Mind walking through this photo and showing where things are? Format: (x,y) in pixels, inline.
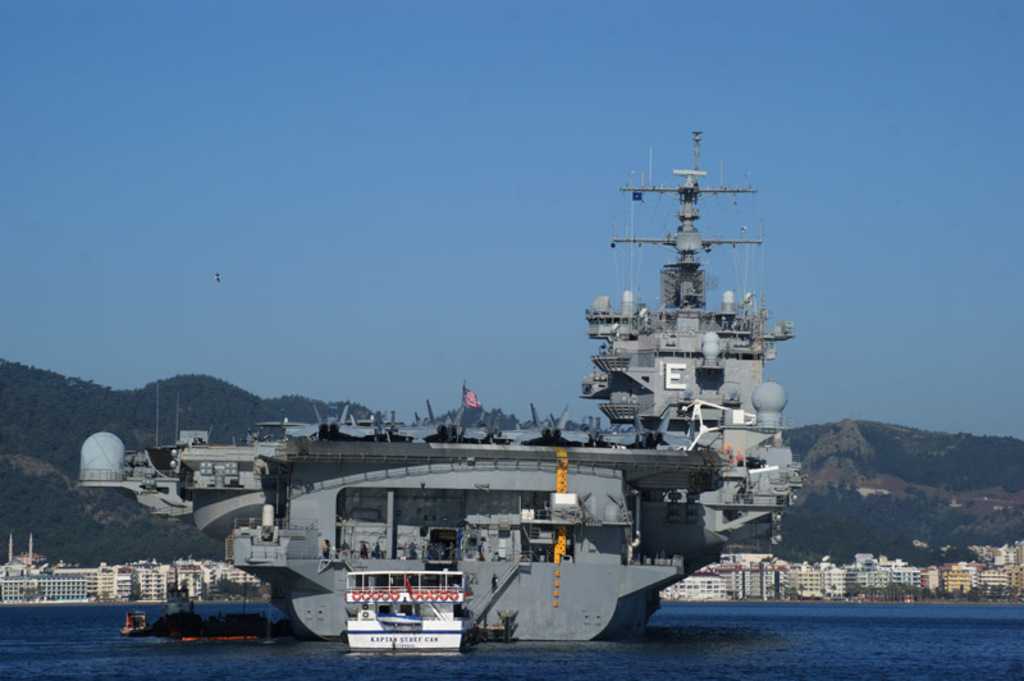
In this picture we can see a ship (492,617) in the water (63,642). There is a flag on this ship (546,518). We can see few buildings (62,595) and trees (45,550) in the background (465,419).
